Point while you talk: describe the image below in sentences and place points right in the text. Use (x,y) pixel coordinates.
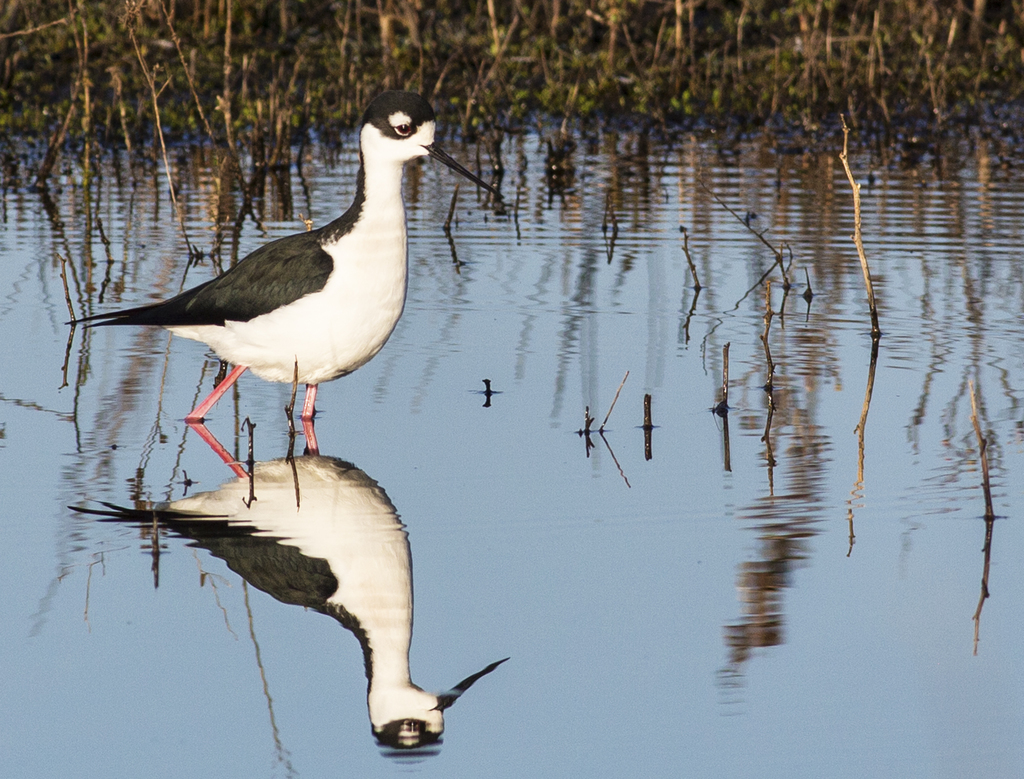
In this image there is a bird (276,364) standing in the water (278,385). In the background (286,83) there are plants (485,84) and there is a reflection (320,527) of the bird (357,277) which is reflecting on the water (350,655).
